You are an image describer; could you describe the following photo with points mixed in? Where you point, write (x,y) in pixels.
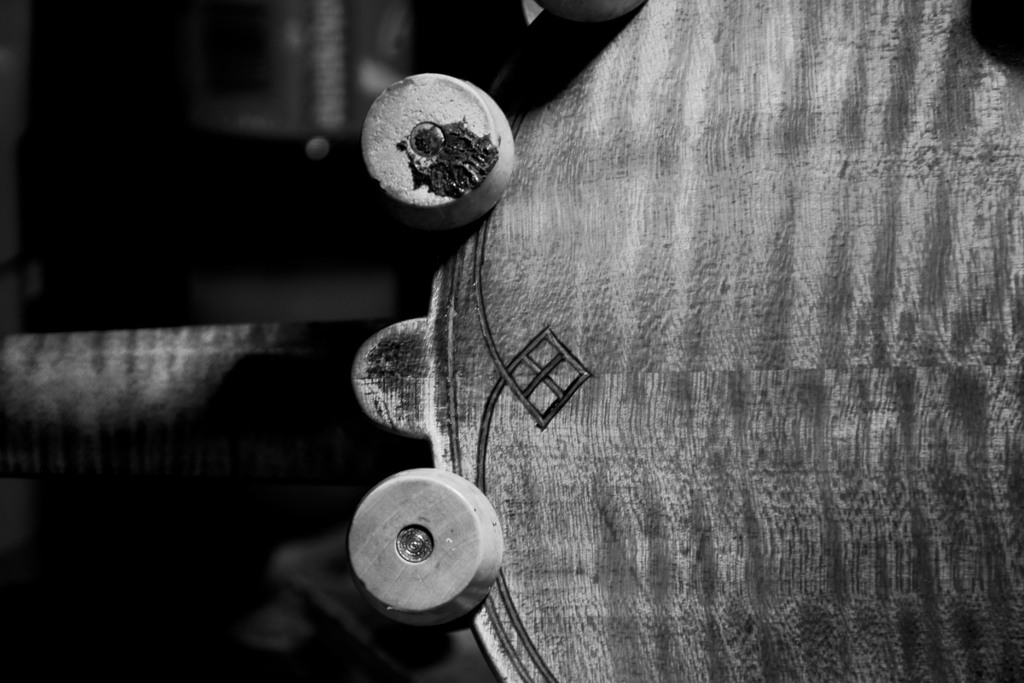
This is a black and white image. In this picture we can see the bolts (458,511) to the wood (739,436). In the background (230,120), the image is blur.
